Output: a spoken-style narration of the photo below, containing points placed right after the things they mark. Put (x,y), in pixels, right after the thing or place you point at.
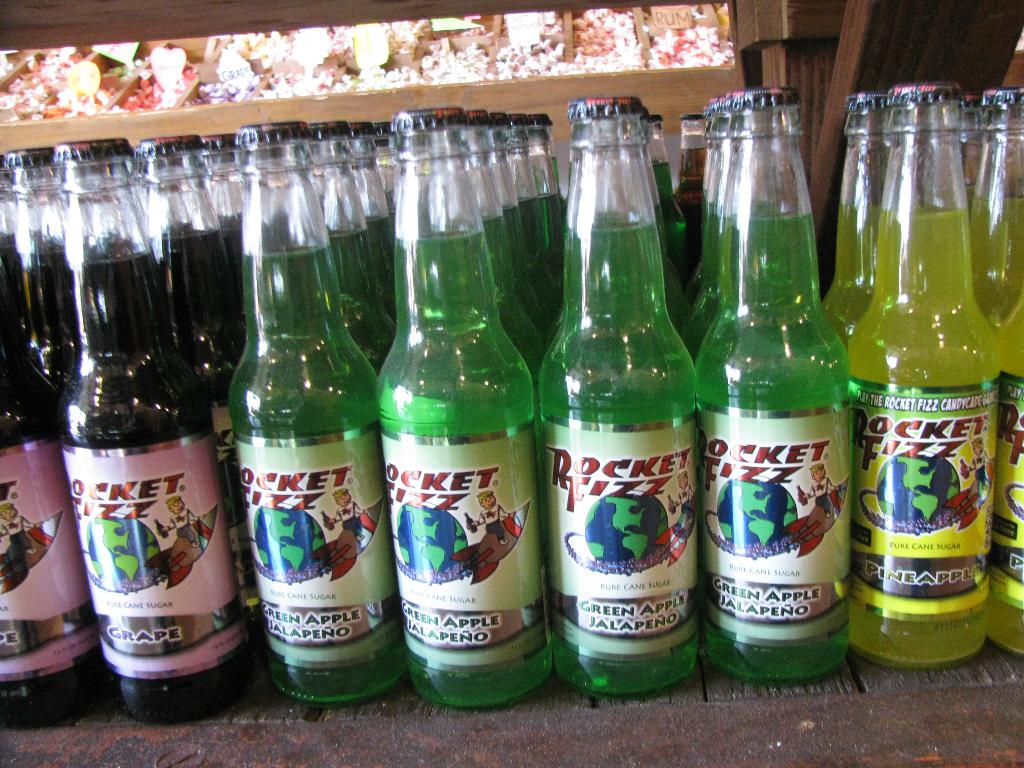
In this picture there are several bottles (570,208) with different liquids (130,314) in them.
